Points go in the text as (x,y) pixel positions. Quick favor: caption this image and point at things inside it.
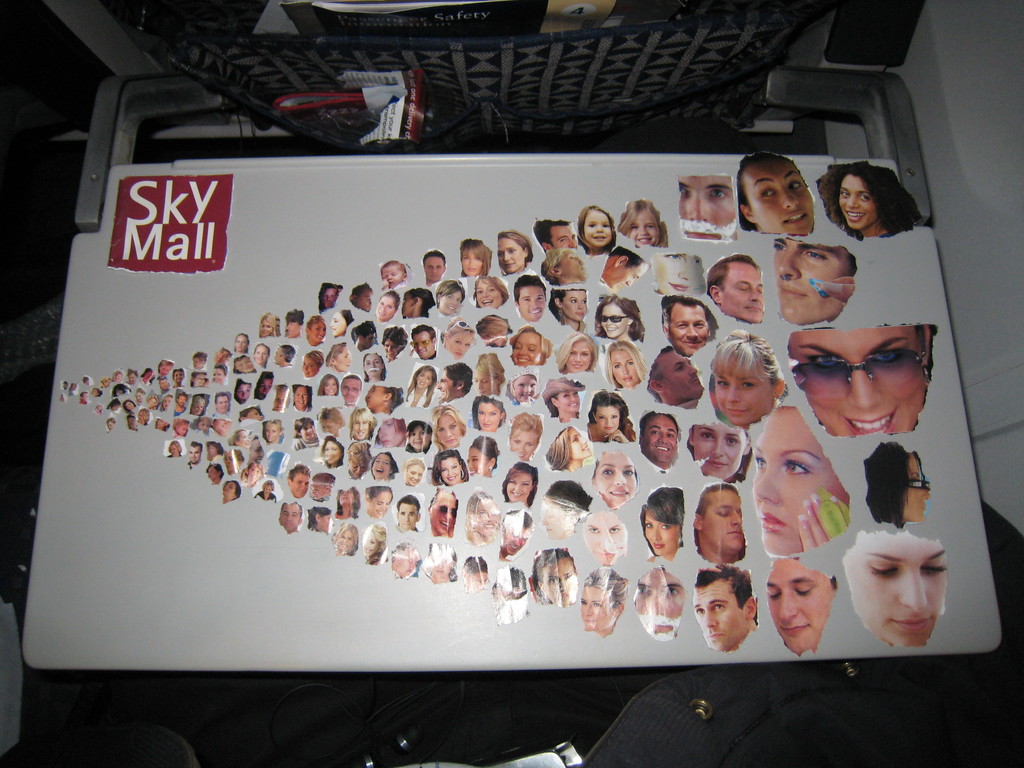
Here in this picture we can see a white board (93,649) present, on which we can see photographs (149,422) of different people (616,307) stuck on it all over there.
